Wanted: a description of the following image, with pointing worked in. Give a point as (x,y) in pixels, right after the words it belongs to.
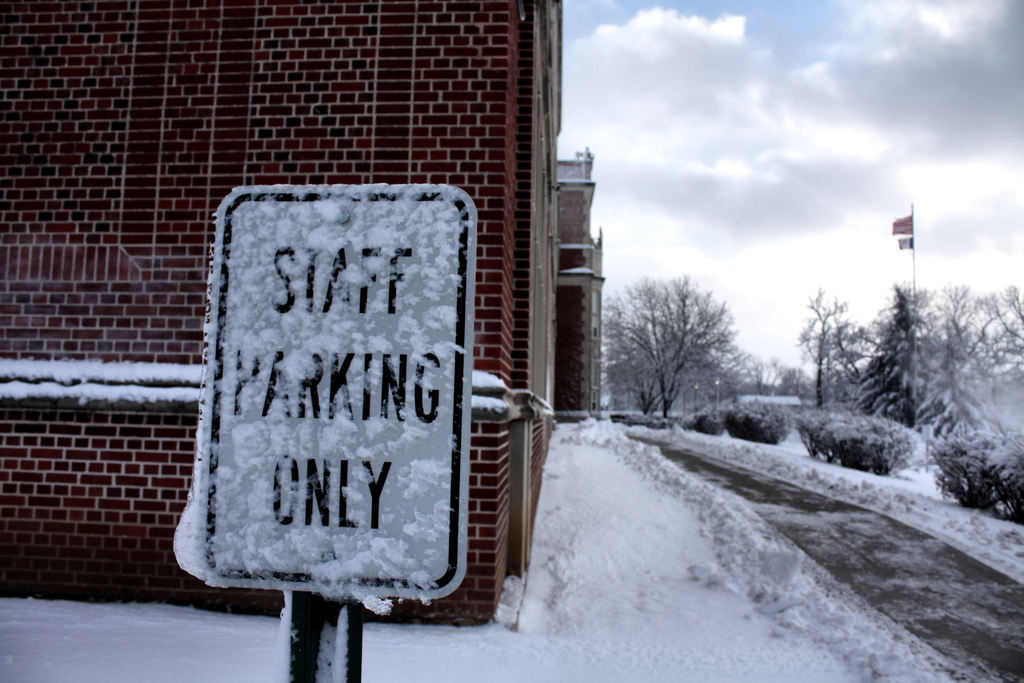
In the background (944,168) we can see the sky (699,139) and the clouds (917,231). In this picture we can see the trees (851,399), plants (977,453), flags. On the left side of the picture (192,125) we can see the buildings (516,183). In this picture we can see a sign board (367,593) with the snow (344,297) on it. At the bottom portion of the picture (627,650) we can see the snow (576,658).
